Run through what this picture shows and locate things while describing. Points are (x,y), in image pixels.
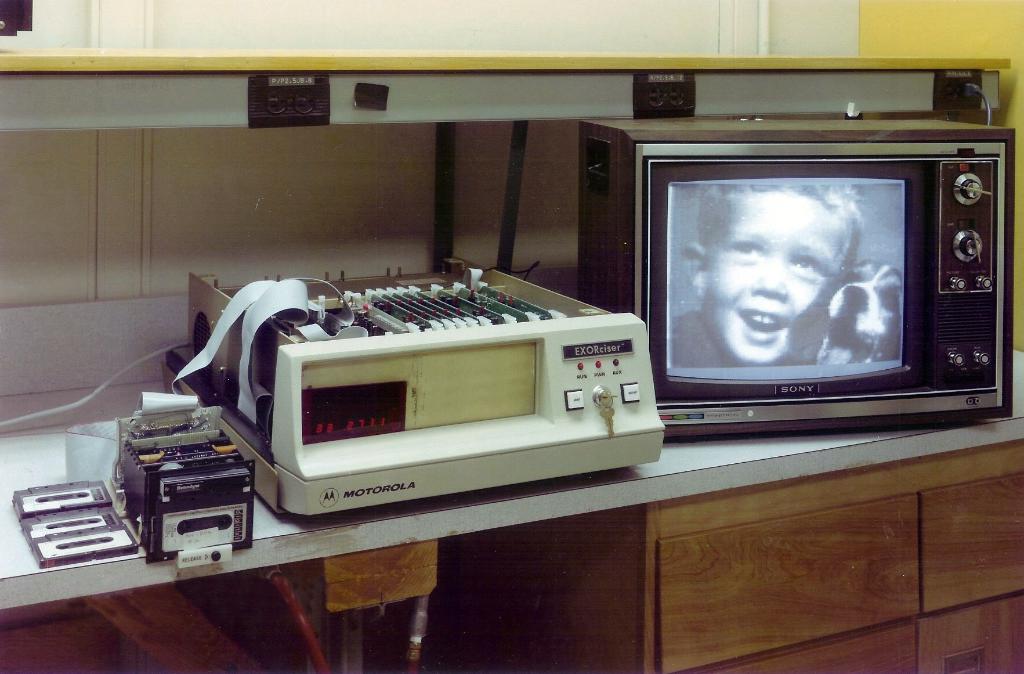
There is a table (73,578) with drawers (748,598). On the table (454,513) there is a television (857,222) and some other devices (285,408). Also there are cassettes (65,525). In the back (195,181) there's a wall (512,16). On that there are sockets (661,101).
